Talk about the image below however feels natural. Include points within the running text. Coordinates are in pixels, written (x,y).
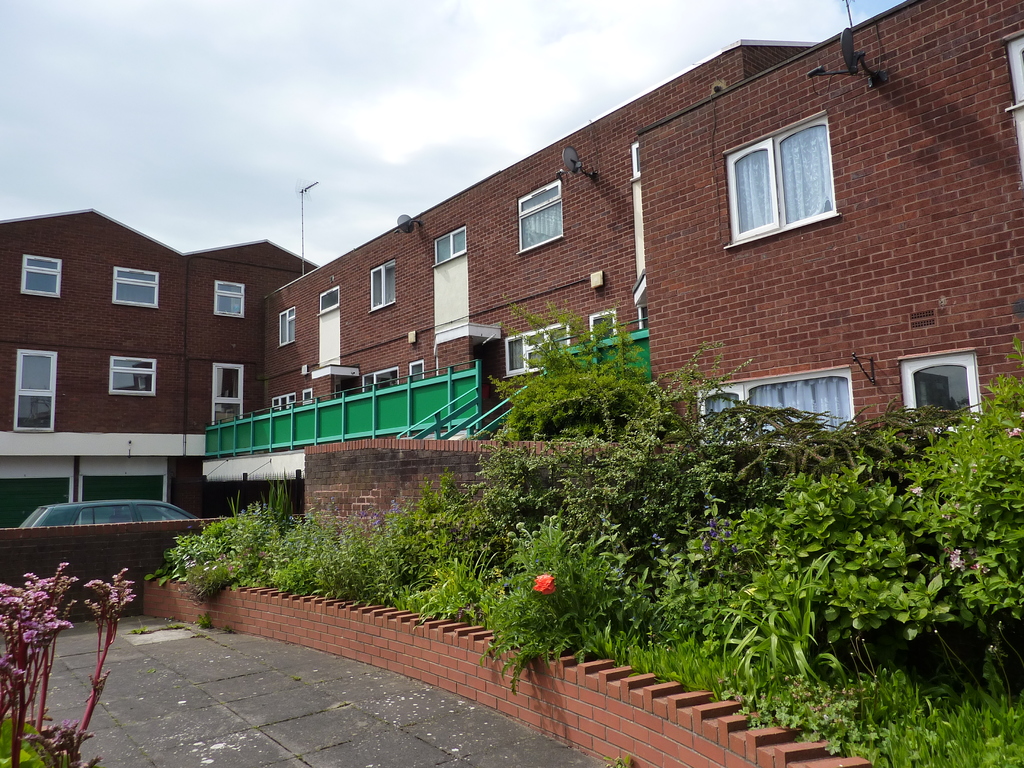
In this picture there is a building (822,276). There are glass windows (529,226) to the building (66,327). There is railing (340,402) and steps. There is a car (114,512) parked. There are dish antennas (564,156) to the wall (773,90). To the right corner (724,470) there are plants (800,518). To the above there is sky (262,101).
